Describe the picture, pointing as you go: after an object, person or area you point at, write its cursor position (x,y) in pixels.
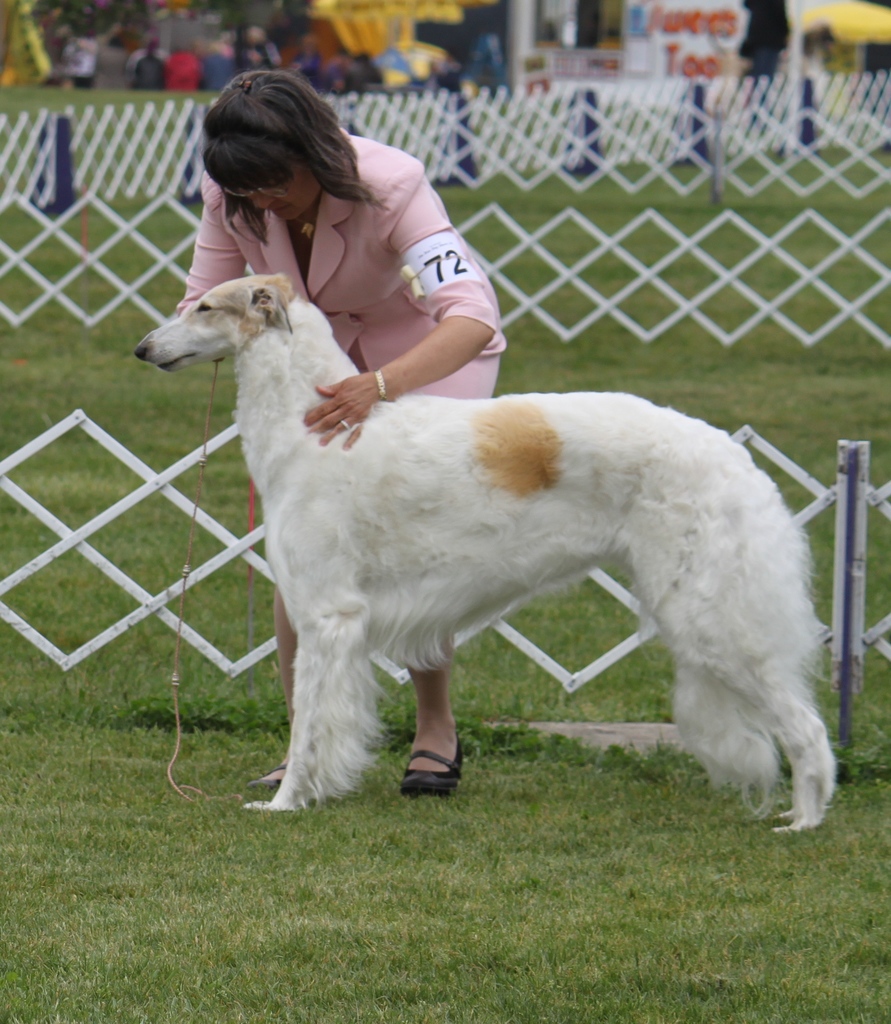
In this picture a lady (229,183) is catching a white dog (375,492) and the scene is clicked in a dog show, which has also a white fencing (705,258). In the background (83,59) we observe many people (825,41).
